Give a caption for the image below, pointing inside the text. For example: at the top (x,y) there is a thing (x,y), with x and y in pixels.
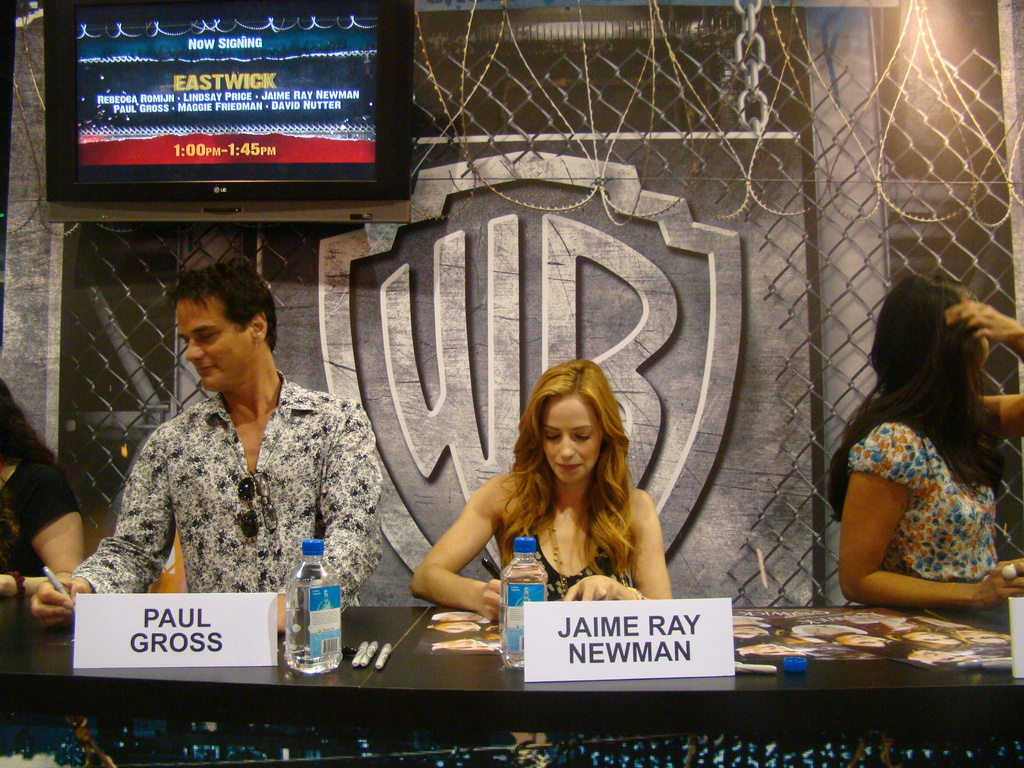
In this image we can see a few people (114,568) and in front of them there is a table (463,732) and on the table (268,736) we can see two water bottles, boards (227,656) with text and some other objects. In the background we can see a wall (583,97) with a poster (600,95) and there is a television (347,219).
